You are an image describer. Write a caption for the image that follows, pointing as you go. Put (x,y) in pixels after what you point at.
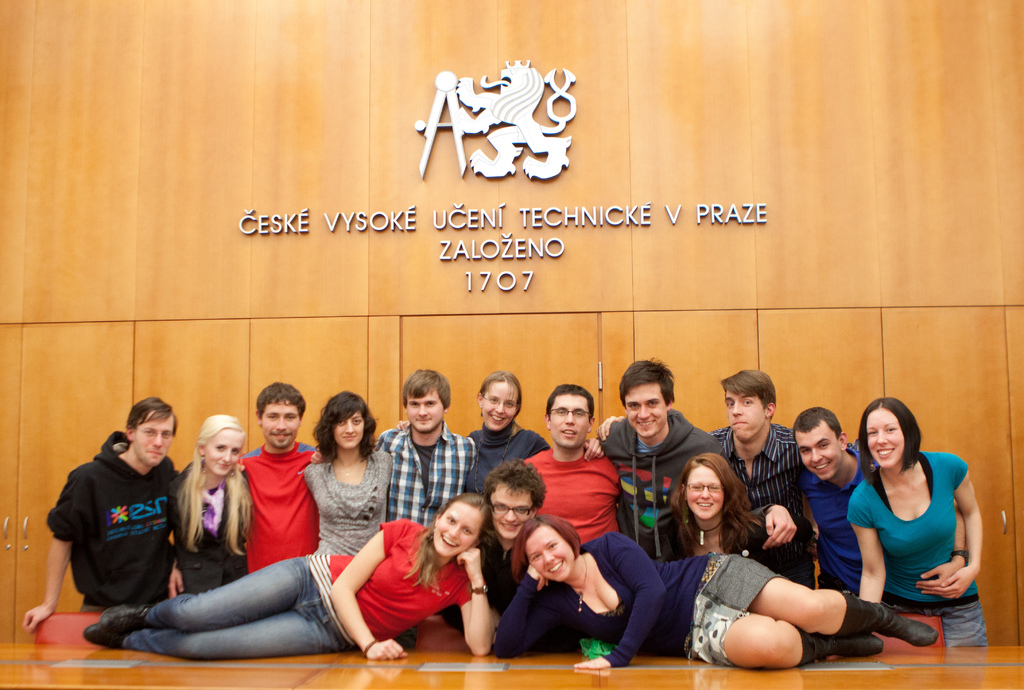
In this image there are two people (483,607) laying on the table (744,688). Behind them there are few other people (733,466) wearing a smile on their faces (758,426). There are chairs (930,618). In the background of the image (447,353) there are wooden cupboards (460,338). There is a logo (447,158) and some text (489,221) on the wooden wall (791,124).
